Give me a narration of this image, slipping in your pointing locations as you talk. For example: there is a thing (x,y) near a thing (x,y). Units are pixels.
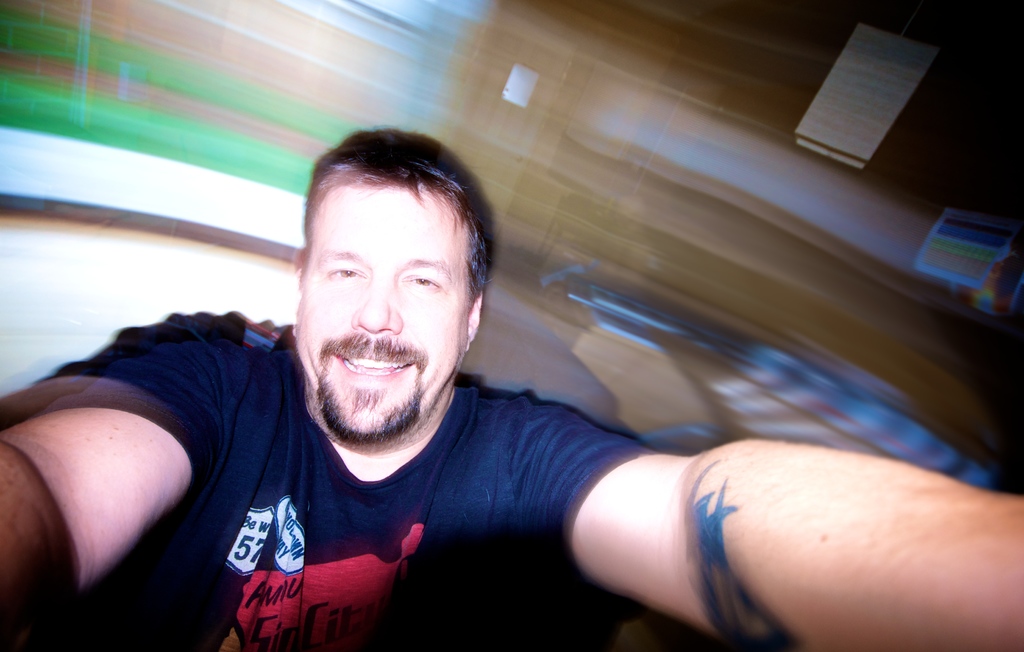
In this picture there is a man (388,378) who is wearing black t-shirt (541,527). He is smiling. He is sitting near to table (584,404). On the right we can see the washbasin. In the top right corner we can see the posters (798,145). On the top left (187,137) there is a window (32,98).
